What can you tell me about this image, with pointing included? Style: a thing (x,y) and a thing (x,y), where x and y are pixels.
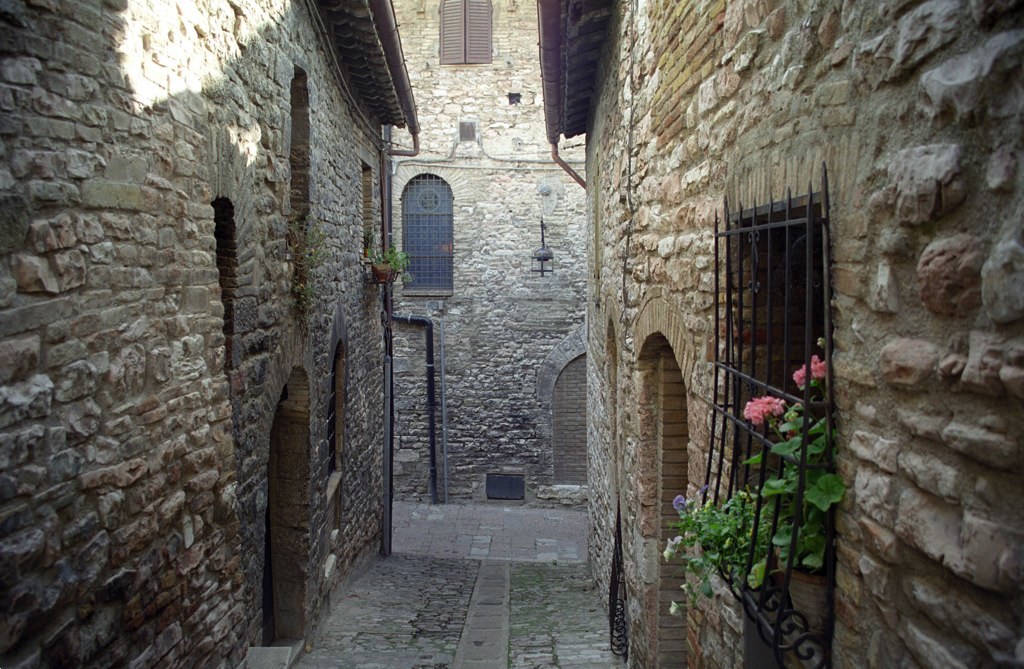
In the image we can see there are stone buildings (436,275) and these are the windows (432,227) of the building (437,71). There is even a flower plant (787,445) and fence (802,487).
